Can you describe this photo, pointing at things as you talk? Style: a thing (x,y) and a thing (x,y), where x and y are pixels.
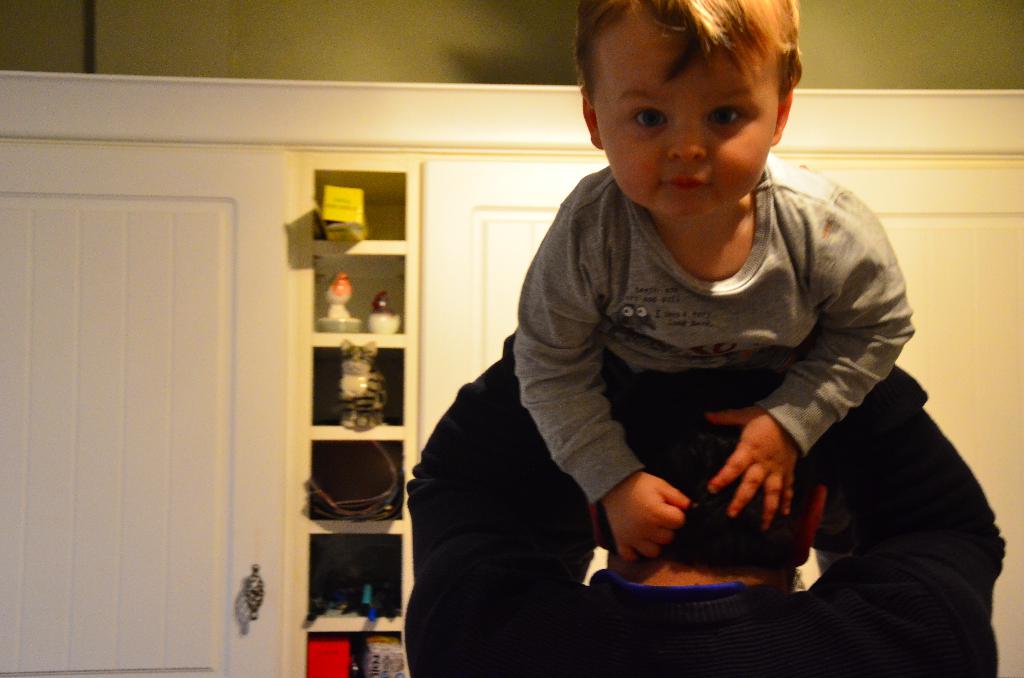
In this image we can see a kid (647,527) is sitting on a person (680,382), there are some toys (369,356), and other objects (332,509) in the closet (427,338), also we can see the wall (359,51).
